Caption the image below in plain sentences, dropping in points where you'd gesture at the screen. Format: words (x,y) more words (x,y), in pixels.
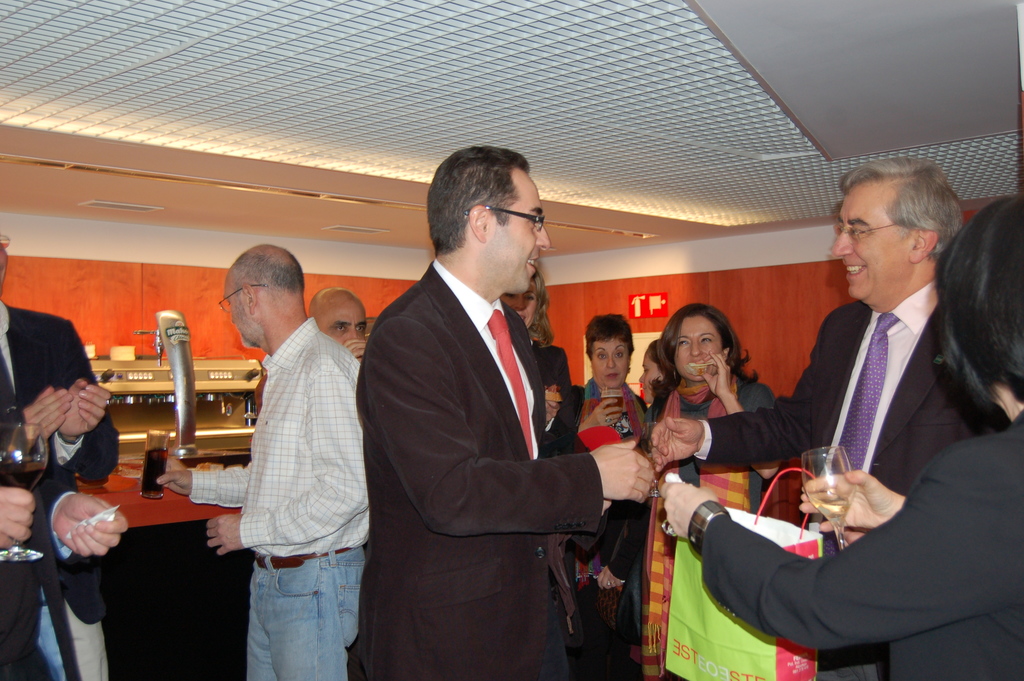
Here we can see group of people (957,675) and they are holding glasses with their hands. In the background (35,287) we can see a board (653,309), wall (744,303), and lights (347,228). This is ceiling (740,113).
